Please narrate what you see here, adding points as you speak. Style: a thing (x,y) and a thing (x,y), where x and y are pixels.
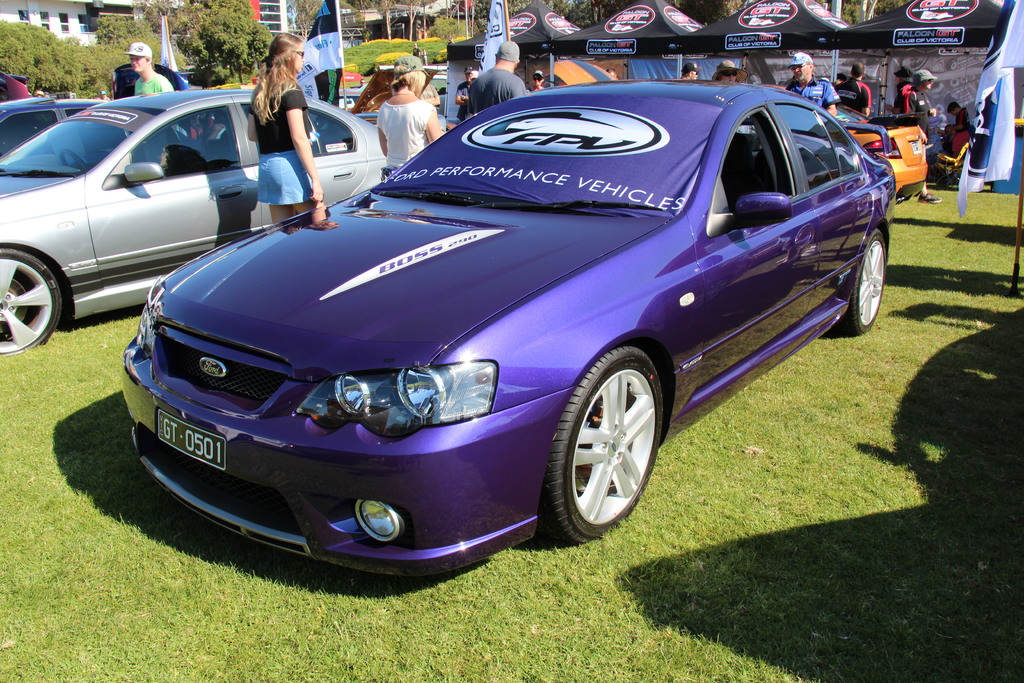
In the center of the image (446,311) we can see some vehicles (165,266) and persons (291,201). At the top of the image (265,16) we can see buildings (285,16), trees (711,11), tents (672,42), boards (600,48), flags (992,155), poles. In the background of the image (987,223) we can see the ground (666,513).
